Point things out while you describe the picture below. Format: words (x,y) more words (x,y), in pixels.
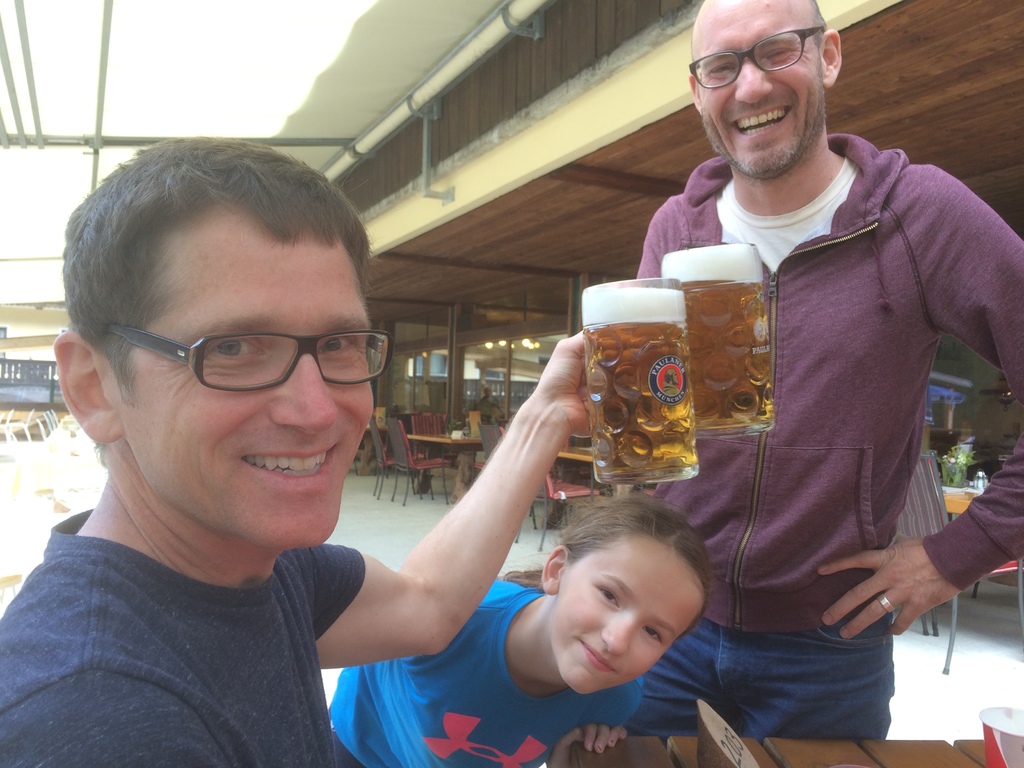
In this picture we can see a man (333,309) is sitting and holding a beer mug (646,354) in his hands (580,386), and a child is standing, and at beside a person (789,185) is standing and smiling, and in front (808,747) her is the table (762,759) and some objects (725,760) on it, and here are the lights (526,343).
